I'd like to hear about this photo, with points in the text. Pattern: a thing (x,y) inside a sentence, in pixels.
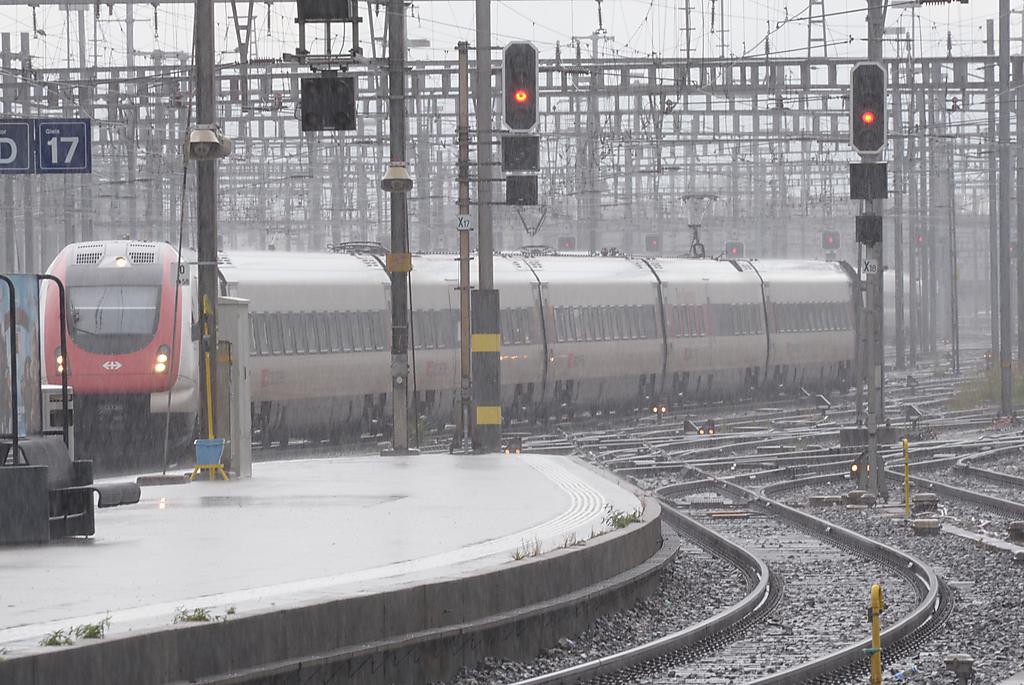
In the center of the image (368,254) there is a train (842,265). There are electric poles (485,416). There are traffic signal lights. There is a track (689,450). There are sign boards (76,130).
